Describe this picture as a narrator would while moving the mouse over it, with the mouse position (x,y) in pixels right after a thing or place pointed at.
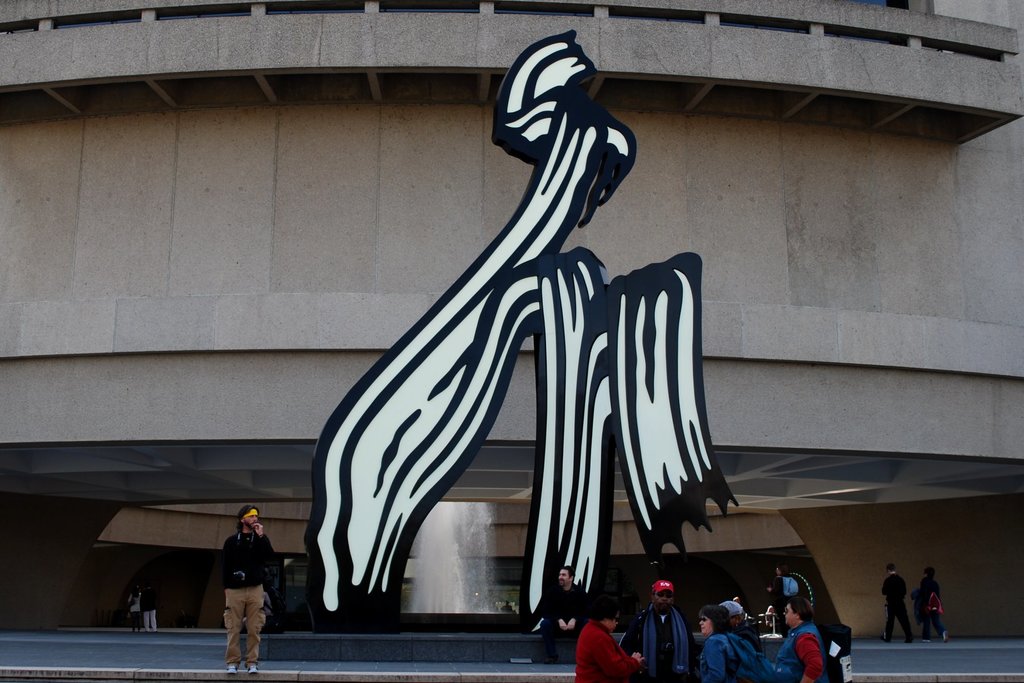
In this image I can see an emblem like construction (553,376) in the center of the image (575,444). I can see a fountain (470,510) behind it. I can see a building (209,358), a few people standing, sitting and walking at the bottom of the image (922,640).
